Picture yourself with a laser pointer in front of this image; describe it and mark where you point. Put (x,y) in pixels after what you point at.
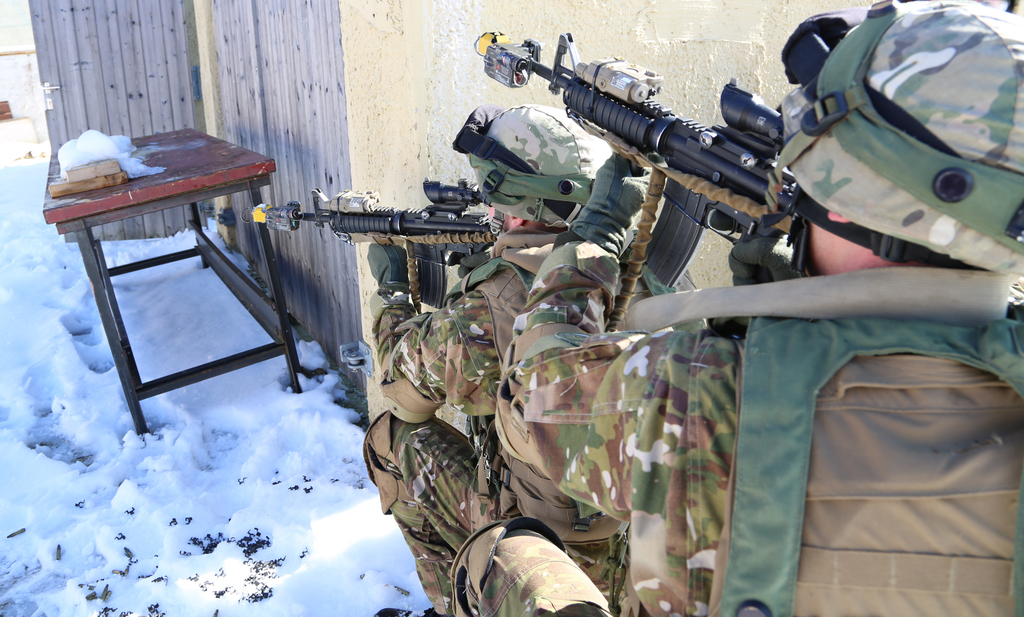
There is a snow (112,542) on the ground (111,392) and table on it. At one corner there are soldiers (769,348) holding guns (465,214) in front of wall (394,83). There is a door (287,73) attached to the wall (200,73).
